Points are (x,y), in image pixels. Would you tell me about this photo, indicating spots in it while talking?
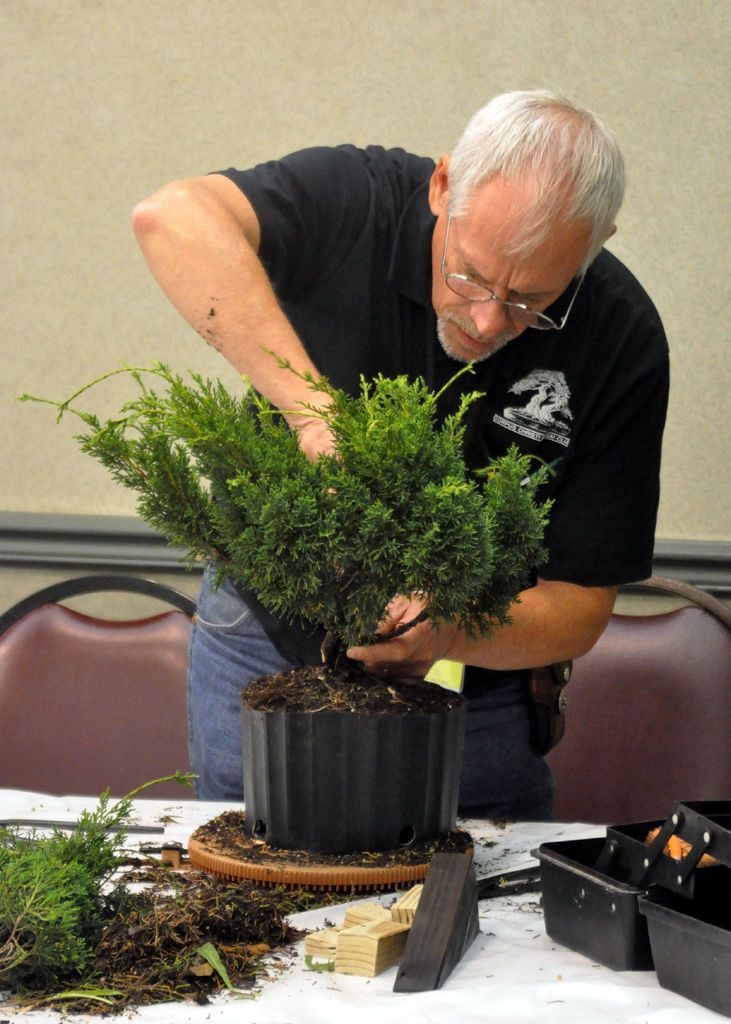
In this image there are wooden pieces (465,892), trays (575,917), plant (33,868) on the table (486,993), and at the background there is a person (294,171) standing and keeping a plant (302,590) in the pot (309,846) which is on the table (242,810), chairs (618,781), wall (168,94).
